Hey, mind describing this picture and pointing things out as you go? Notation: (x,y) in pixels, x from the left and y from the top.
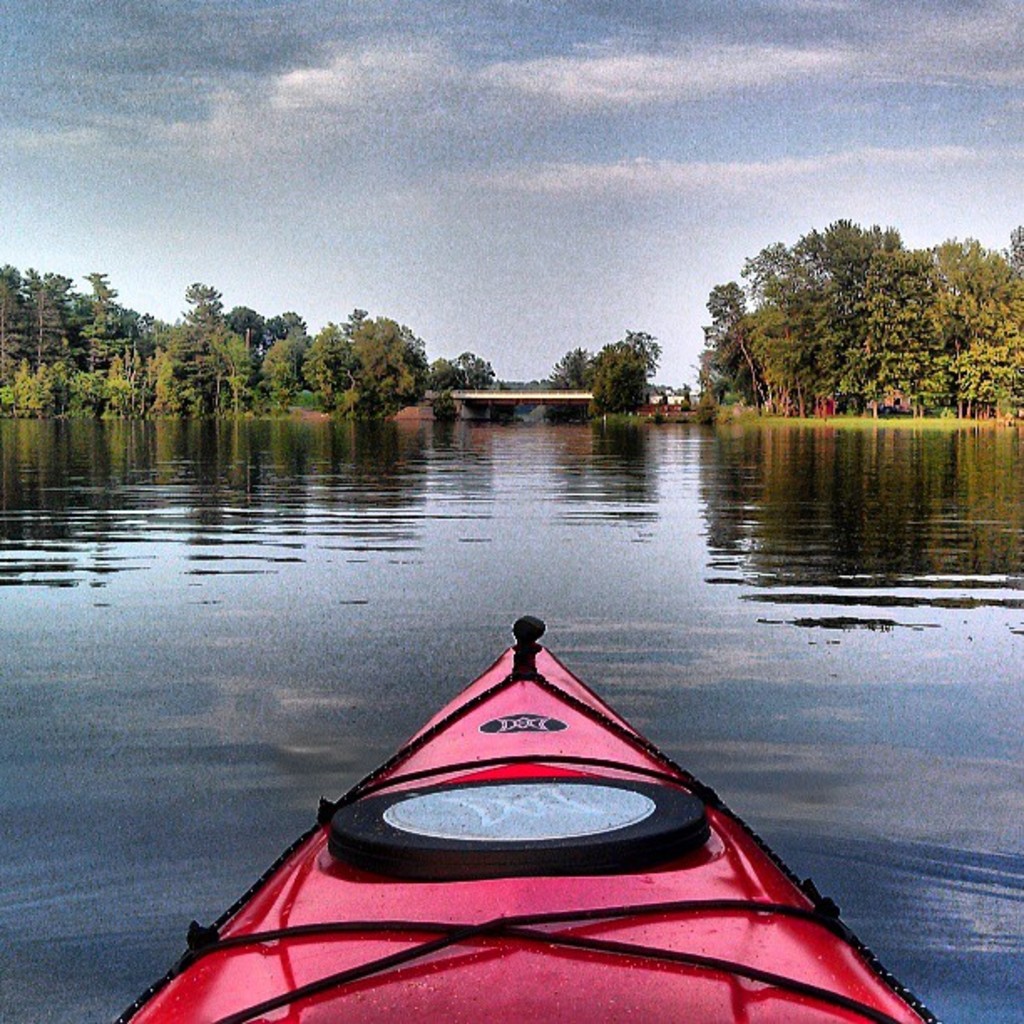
In this image we can see a boat (674,884) on the water (768,815). In the background (245,374) there are trees (838,383), bridge (540,393) and sky (655,250).
